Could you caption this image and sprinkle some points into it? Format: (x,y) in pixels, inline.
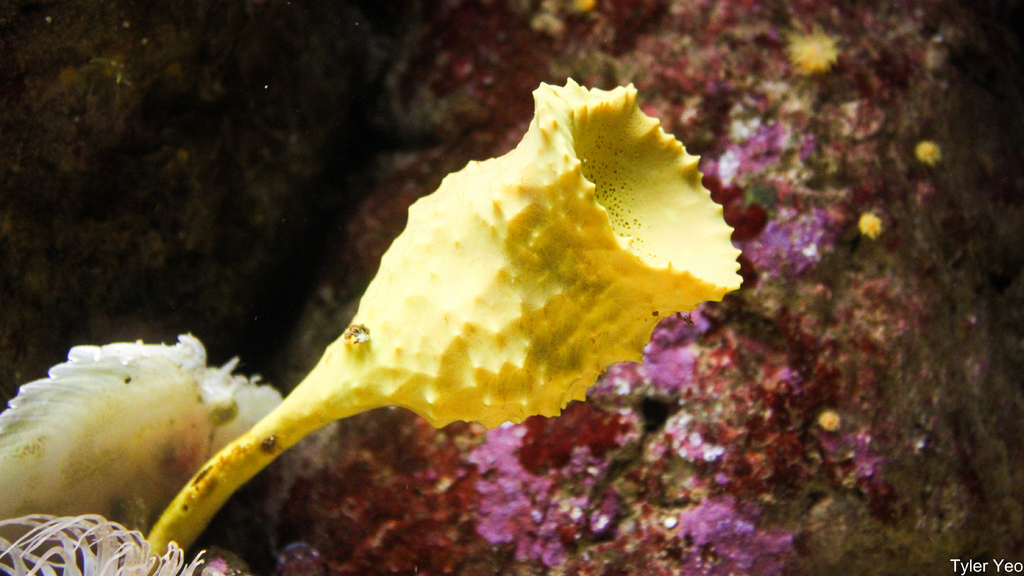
In this picture we can see sea animals (217,392) and in the background (899,350) we can see rocks (562,52).
